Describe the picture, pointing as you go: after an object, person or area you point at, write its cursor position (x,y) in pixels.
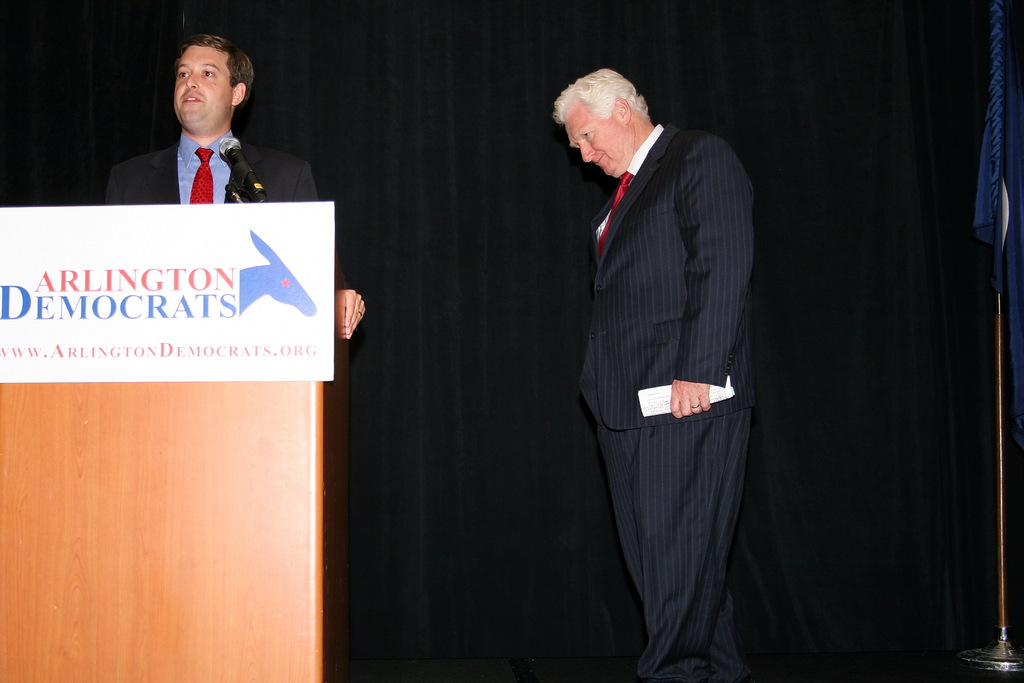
In the image there is a man (192,194) standing in front of a table (184,511) and there is some text (123,292) on a sheet (127,343) attached to the table (348,337). Beside him there is another man (650,319) and in the background (815,64) there is a curtain (906,395).
